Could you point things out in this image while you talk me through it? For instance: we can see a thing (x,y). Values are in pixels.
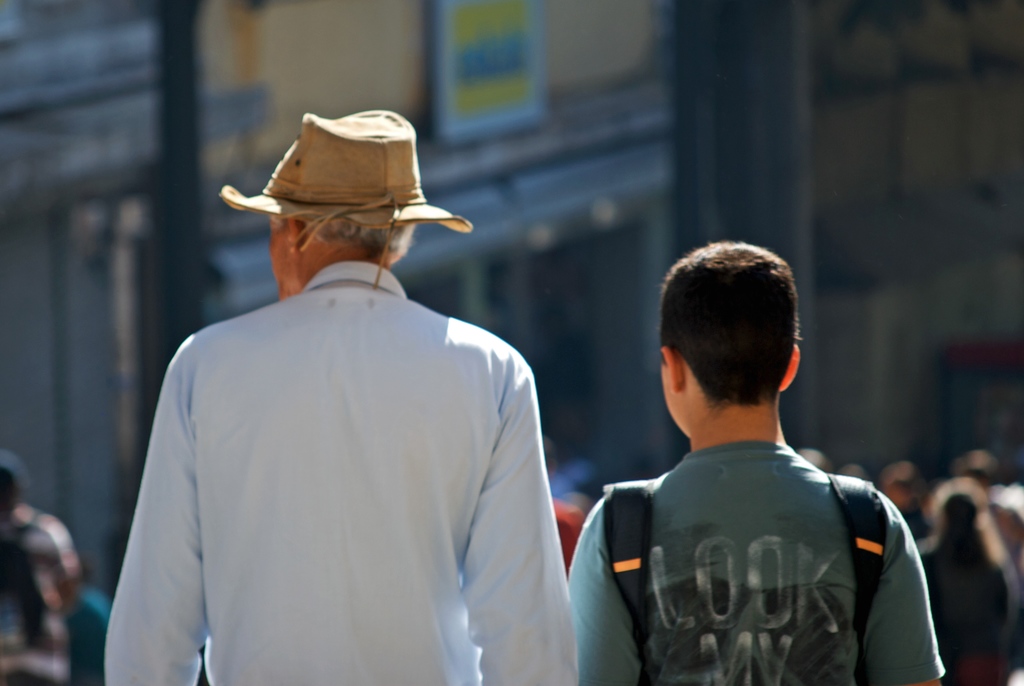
On the left side (333,224), there is a person (340,429) in a blue color shirt (364,443), wearing a cap (319,209). On the right side (864,623), there is a boy (789,303) in a T-shirt (757,457). In the background (73,424), there are persons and buildings (147,148).
